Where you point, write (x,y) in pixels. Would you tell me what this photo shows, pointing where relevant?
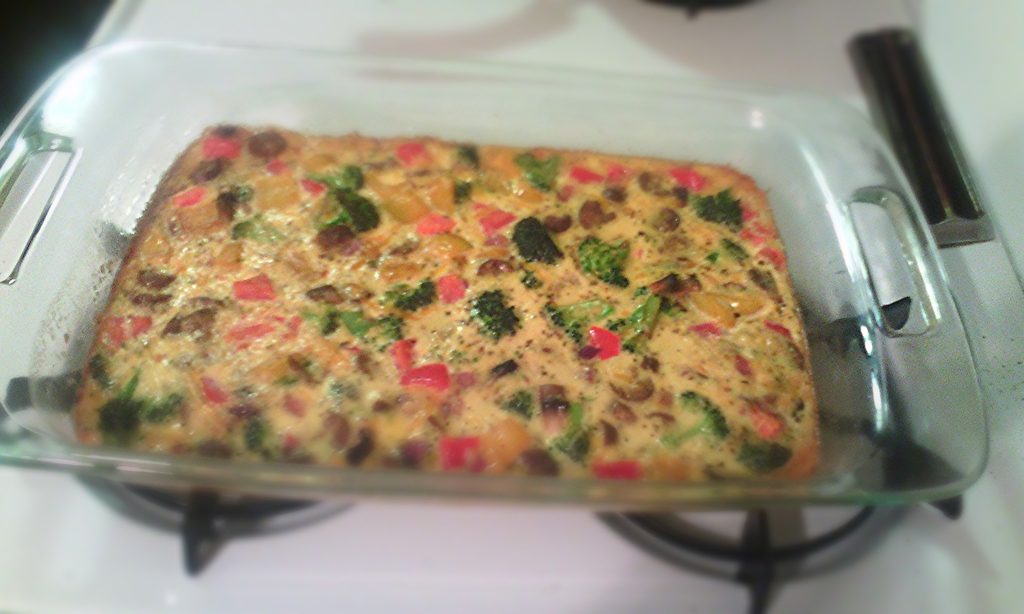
In this image in the center (609,317) there is a tray (119,198), in the tray (841,431) there is some food (394,273) and at the bottom (225,584) there is stove (673,560).
